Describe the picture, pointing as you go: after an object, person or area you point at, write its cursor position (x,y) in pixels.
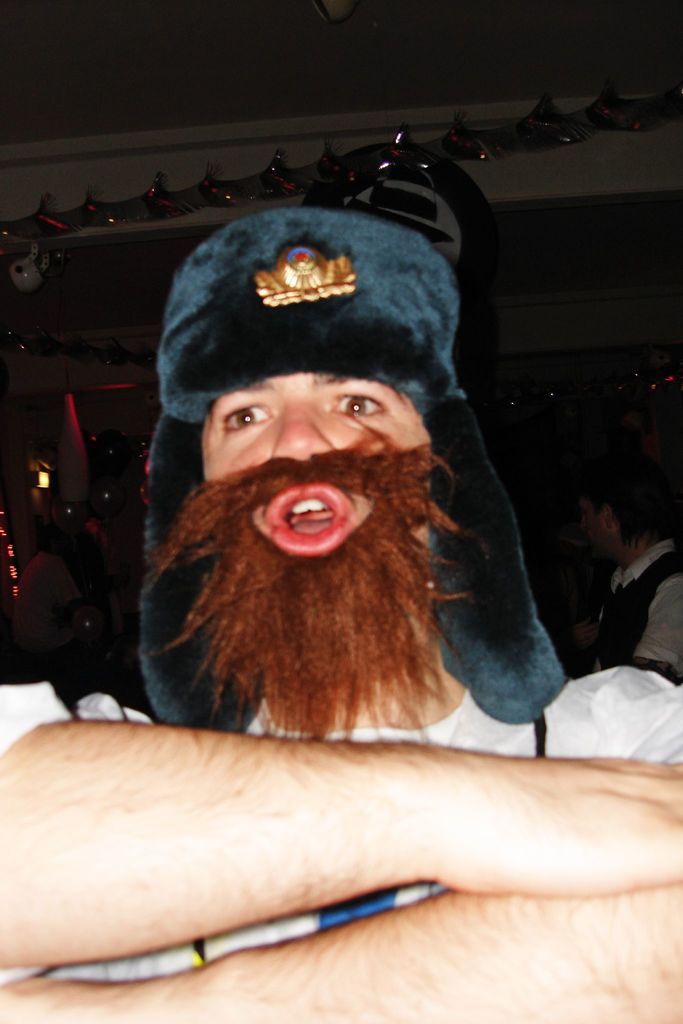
In the center of the image (263,616) we can see a man (342,577) is wearing a costume (115,975). In the background of the image (4,442) we can see the wall (648,389), lights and some people (639,617). At the top of the image (401,103) we can see the roof (413,12).
